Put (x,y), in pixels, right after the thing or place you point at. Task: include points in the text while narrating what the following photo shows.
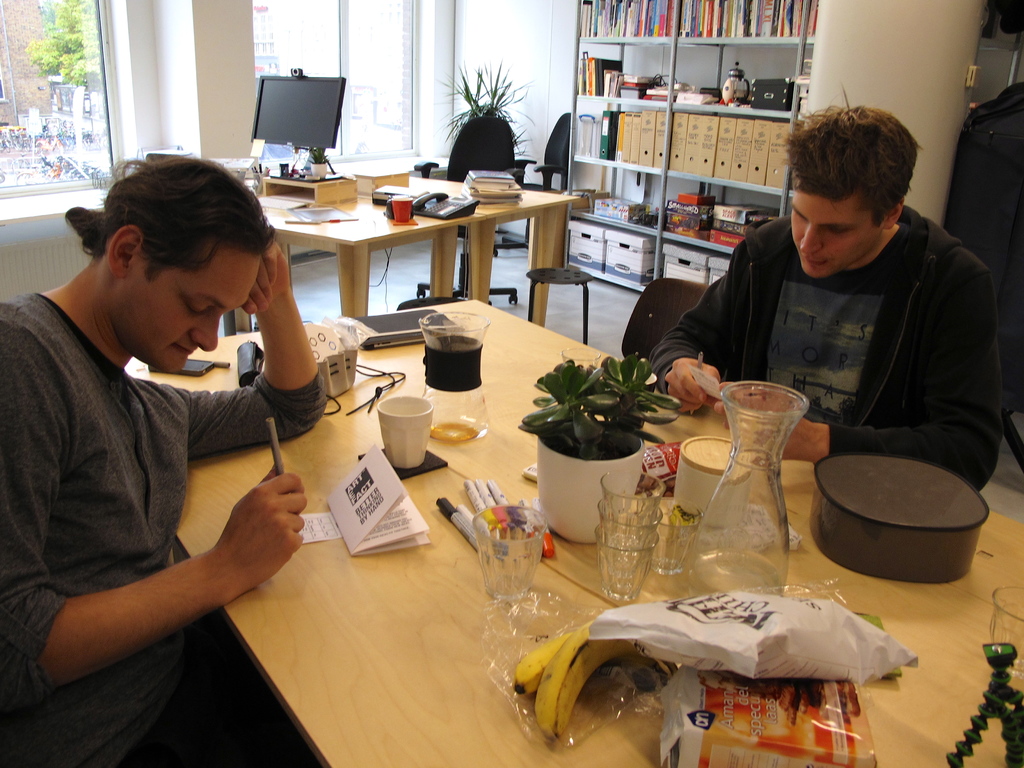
In this picture there is a man (207,333) and a man (770,299) sitting on the chair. There is a bottle (454,434), cap (417,457), pen (468,523), markers (485,528), bananas (581,666) and other objects (899,560) on the table (647,600). There is a flower pot (560,478). There is a laptop (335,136), telephone (421,202). There are books (651,30) and files (712,163) in rack (772,116). There is a tree (54,48) and building (35,72) at the background (45,84).
